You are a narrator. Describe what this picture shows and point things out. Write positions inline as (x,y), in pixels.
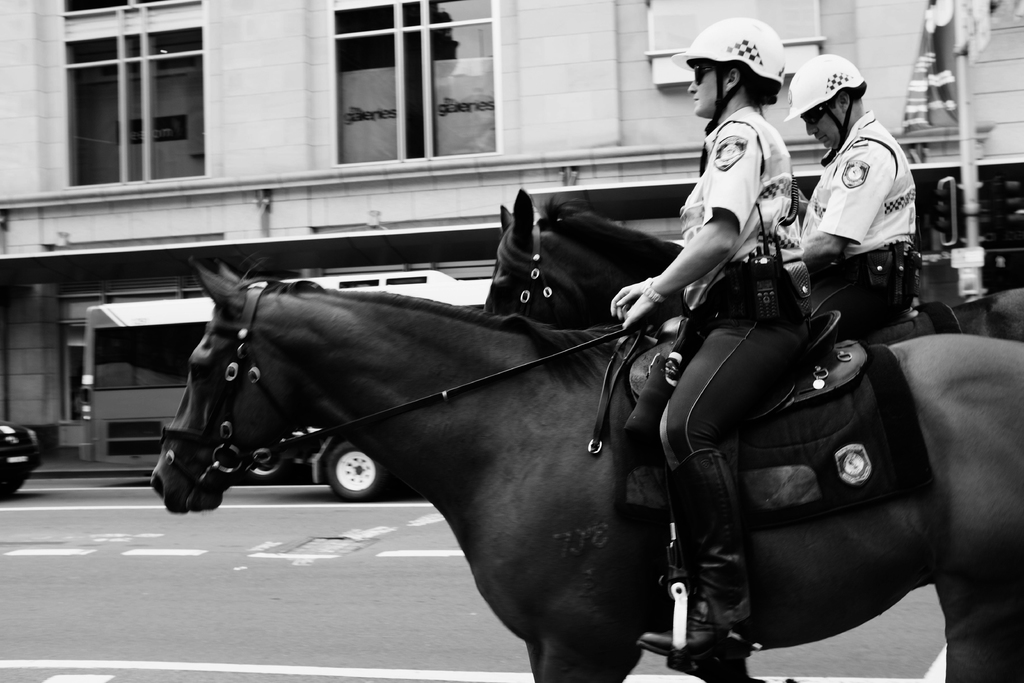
This picture describes about two people (856,204), these two people (858,238) are riding the horse (570,421) on the road (240,553), in the background (234,133) we can see couple of buildings (489,86) and couple of vehicles (136,376).
